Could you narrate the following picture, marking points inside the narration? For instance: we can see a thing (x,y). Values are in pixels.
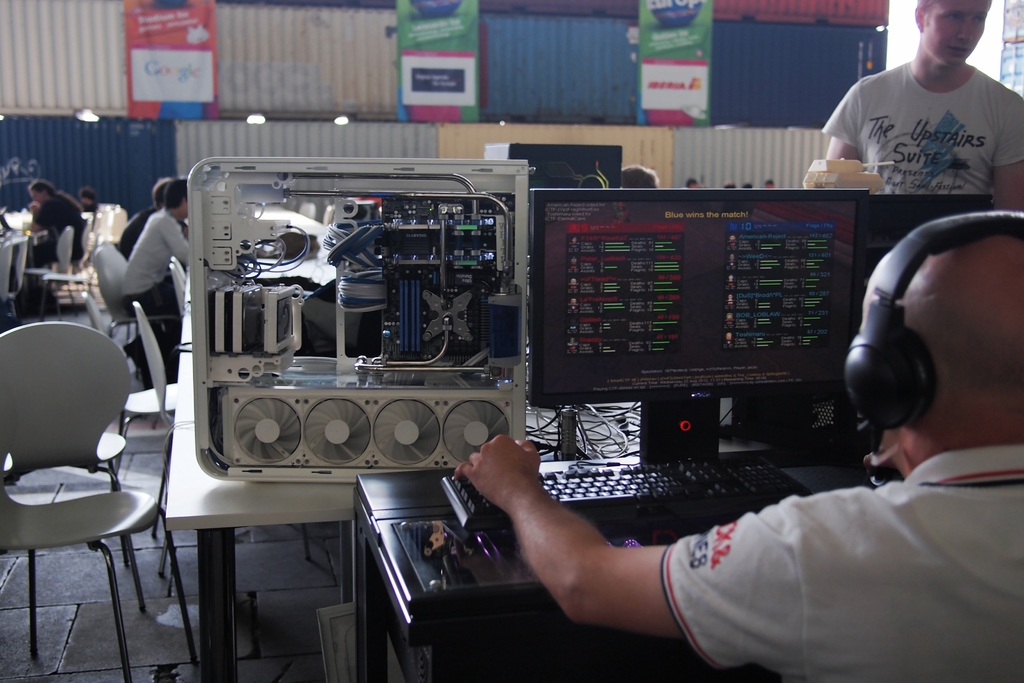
In this image in the center (662,280) there is a monitor (697,386), keyboard (589,491) which is on the table (428,507) and on the right side (907,544) there is a person (913,546) wearing a headset (889,391) and in the center (364,440) there is an object (282,440) which is white in colour on the table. On the left side (82,424) there are empty chairs (88,422), there are persons (94,201) sitting on a chair (114,241). In the background (175,85) there are banners (664,69) with some text (186,78) written on it. On the right side (947,132) there is a man (934,133) standing and there are containers (360,116) in the background (613,72).
